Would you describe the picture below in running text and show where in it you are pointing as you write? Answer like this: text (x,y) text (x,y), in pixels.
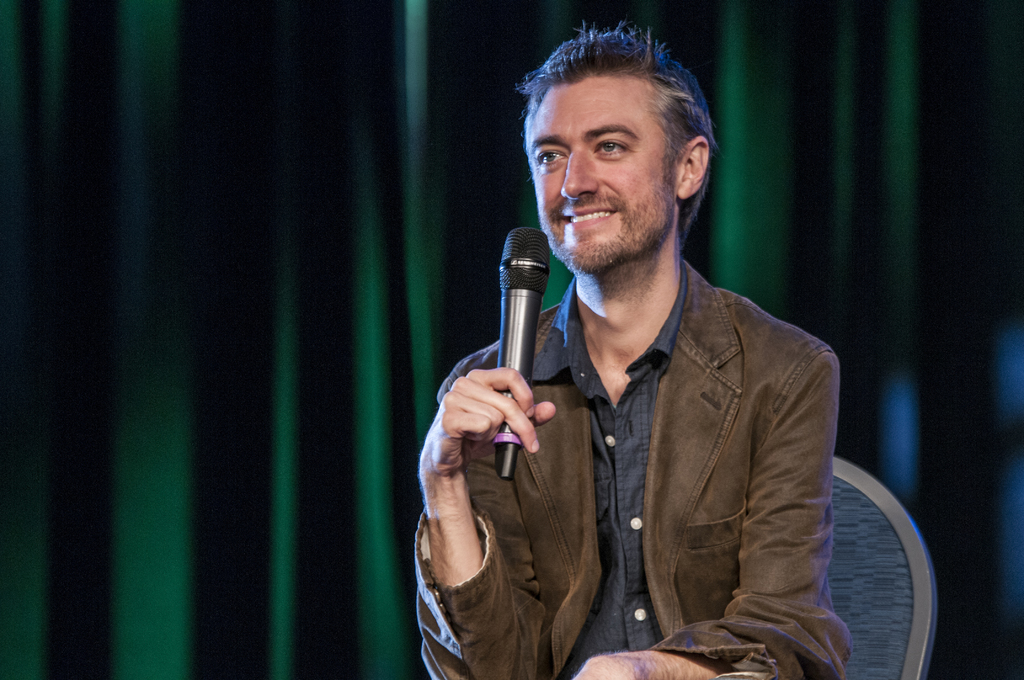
There is a man (626,514) sitting in the chairs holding a microphone (513,278) in his hand (510,403). He's wearing a brown coat (704,449). And he is smiling. In the background (305,249) we can observe a green color curtain (217,299) here.
